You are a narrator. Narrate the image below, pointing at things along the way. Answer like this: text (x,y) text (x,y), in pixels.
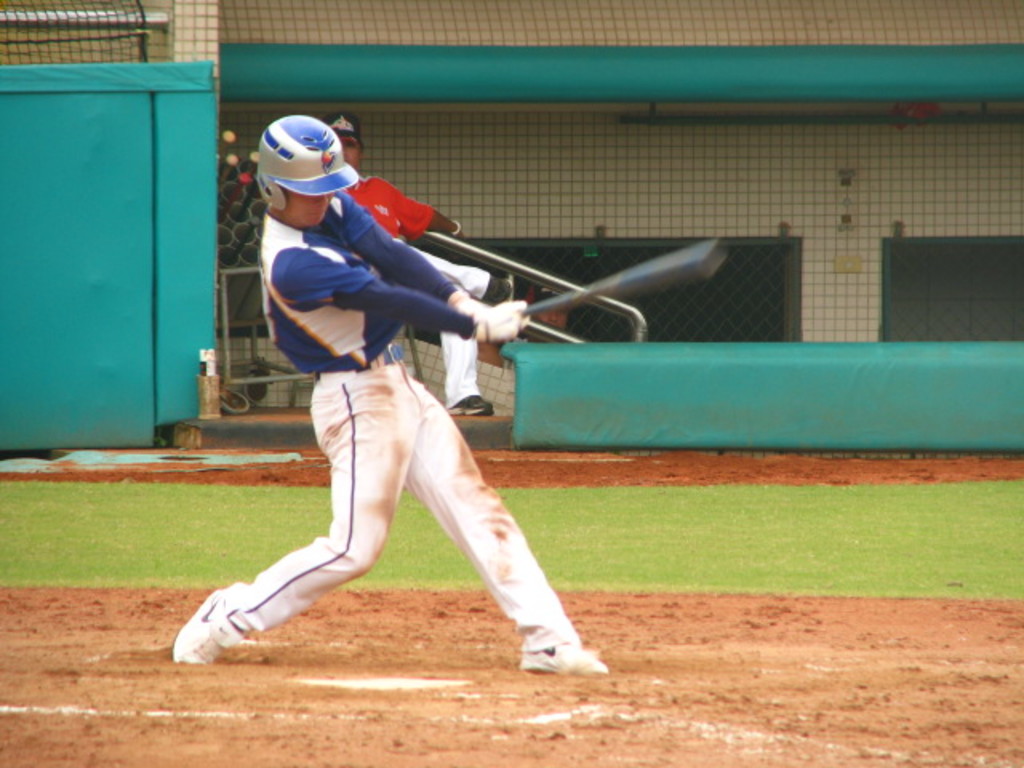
Here we can see a person (506,612) playing on the ground (989,734). Here we can see grass (617,570), mesh (756,317), and wall (683,199).
